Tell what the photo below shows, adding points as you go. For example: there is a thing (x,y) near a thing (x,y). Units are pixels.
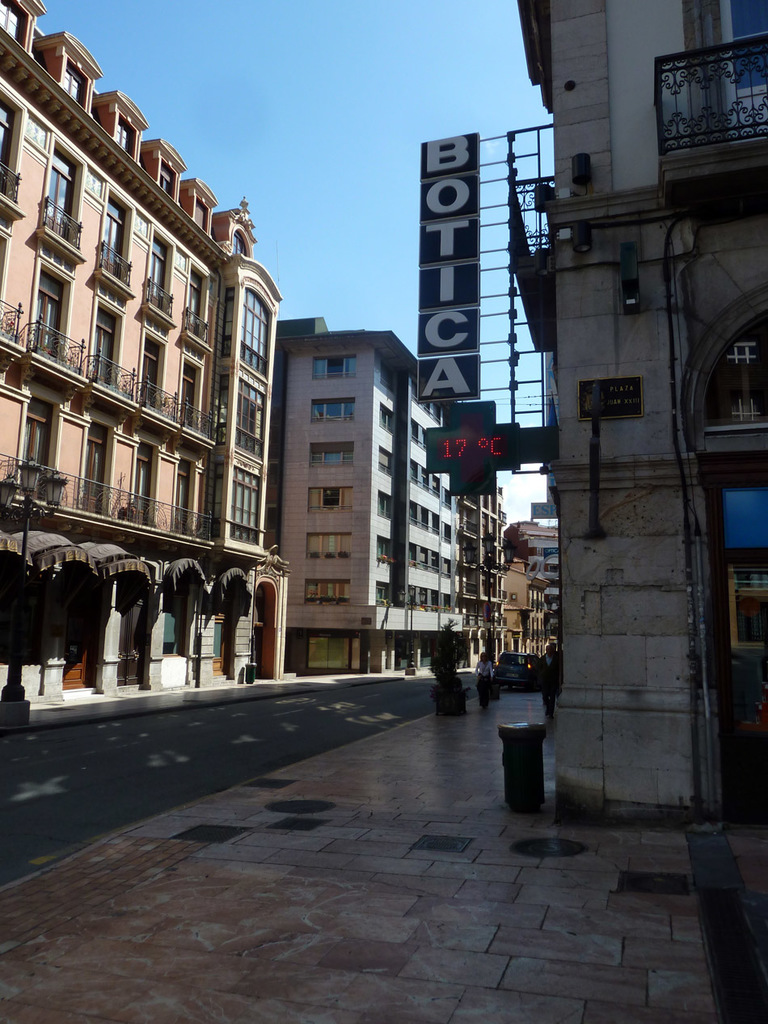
In the image we can see some buildings (566,191) and banners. In the middle of the image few people (549,646) are standing. Behind them there are some vehicles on the road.
